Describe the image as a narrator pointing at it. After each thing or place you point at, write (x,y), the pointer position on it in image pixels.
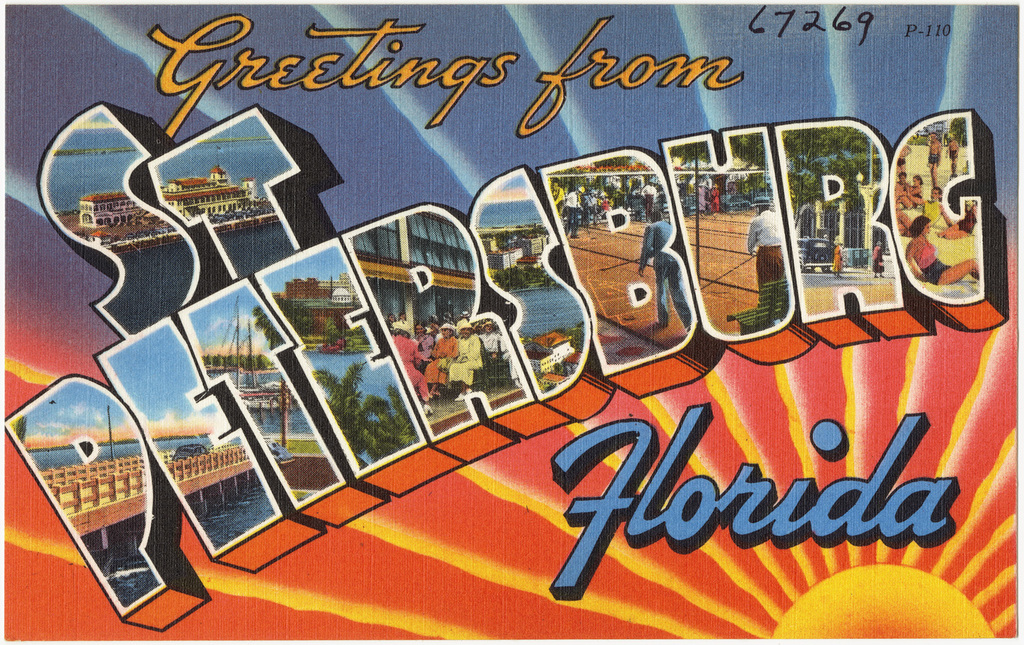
In this image we can see a poster (465,218), on the poster (461,141), we can see some trees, water (165,448), people (445,325), buildings (449,306) and text (651,293).
